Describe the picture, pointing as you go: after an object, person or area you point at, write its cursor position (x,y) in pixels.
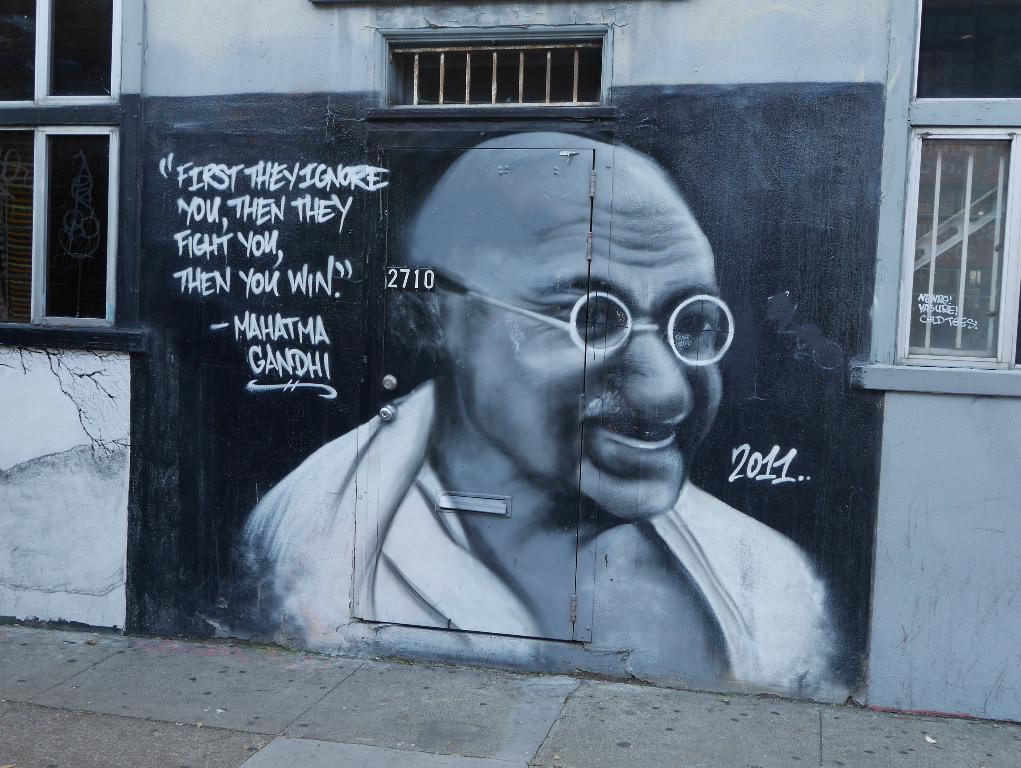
In the middle (543,470) it is an image (549,478) of mahatma Gandhi (548,424) on the wall (623,344), there are windows (46,47) on either side of this image (530,262).
